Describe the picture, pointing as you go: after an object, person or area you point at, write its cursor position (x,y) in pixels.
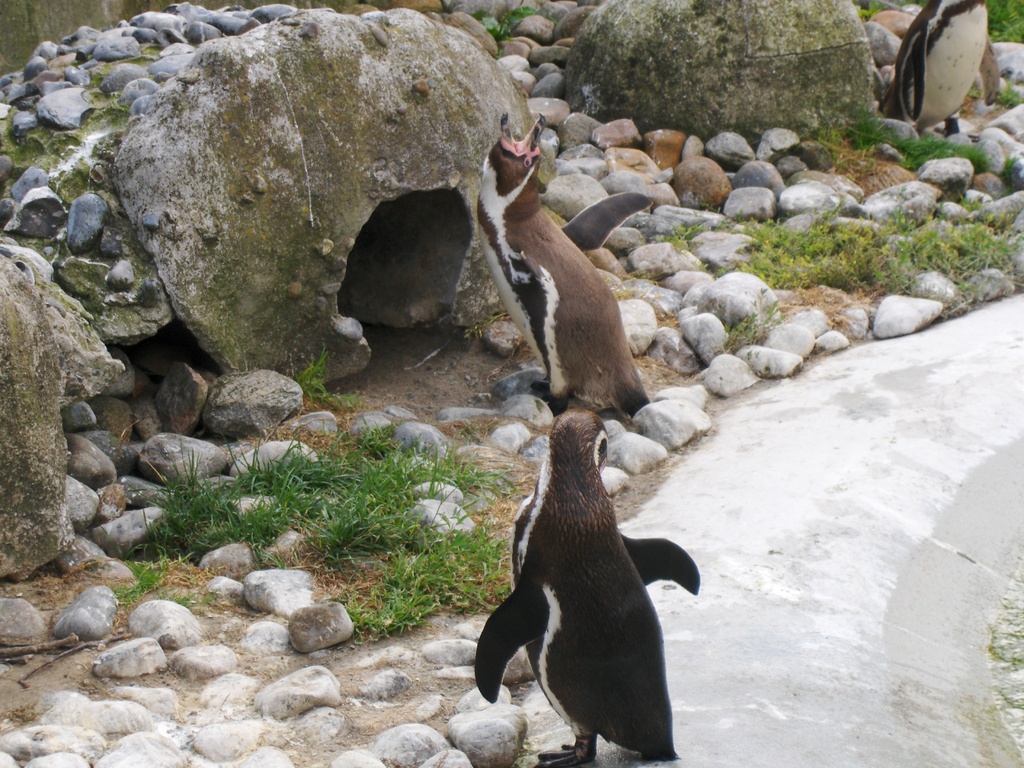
In the picture we can see some penguins (555,533) which are on ground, there are some stones (57,335), grass (457,482).
